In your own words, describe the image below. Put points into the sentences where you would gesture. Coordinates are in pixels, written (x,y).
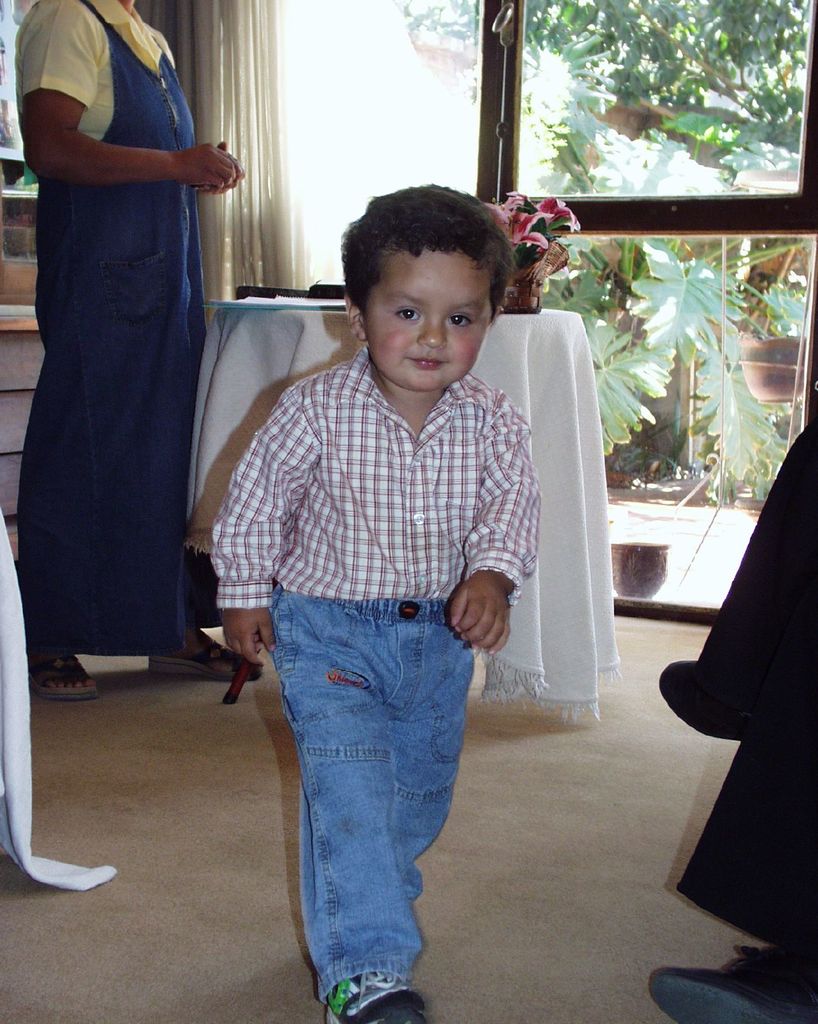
This image consists of a small boy (399,830) walking. At the bottom (169,979), there is a floor (191,825). On the left (141,185), we can see a woman (101,264) standing. On the right (692,133), there is a door (587,184). Behind the boy (344,409) there is a table (521,372) covered with a white cloth (578,378). On which there is a flower pot (554,254). On the right (797,860), there is a person (796,749) sitting. In the background (552,308), there are trees (801,103) and plants (752,166).
